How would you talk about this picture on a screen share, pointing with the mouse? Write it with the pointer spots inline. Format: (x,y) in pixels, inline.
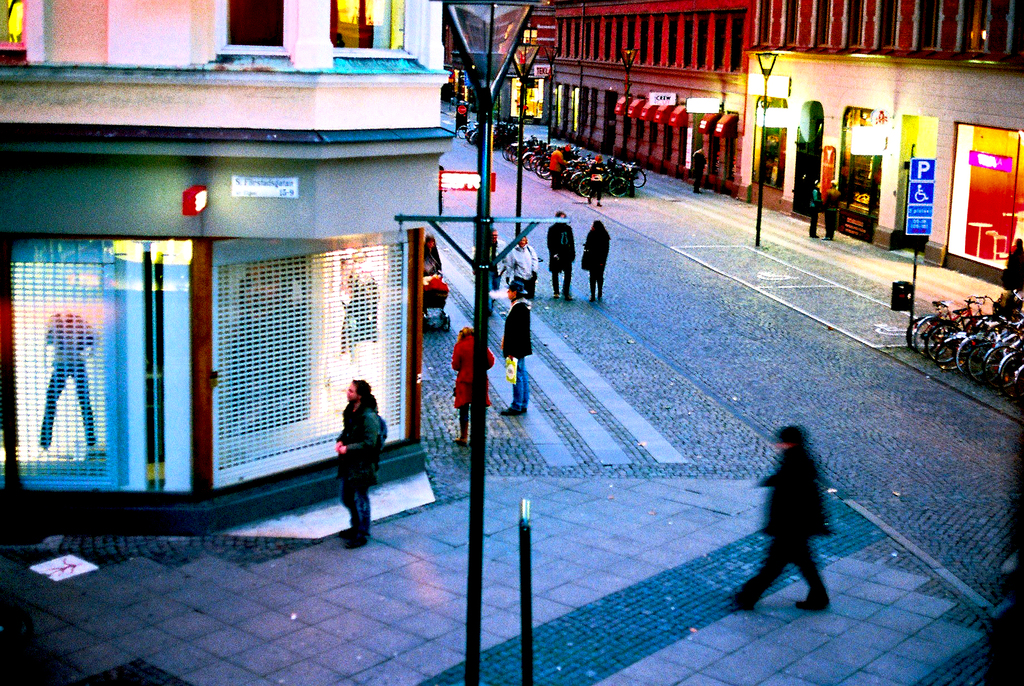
In this image I can see a street (628,379) on the left (227,41) and right sides of the image I can see light poles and buildings (781,30) and some sign boards (932,177) and I can see few people (602,166) walking/standing on the road (529,192) and I can see bicycles (574,166) parked over the road (889,291).
